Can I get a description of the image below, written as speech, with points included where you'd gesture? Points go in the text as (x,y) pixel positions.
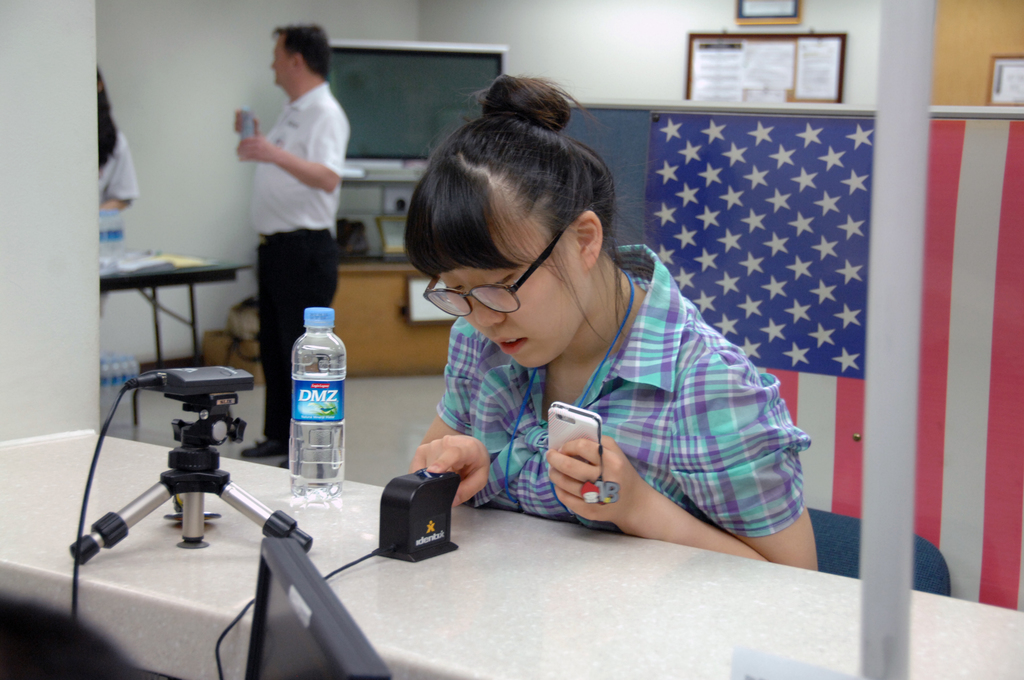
In this image I can see the person (750,465) sitting and holding the mobile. In front (171,483) I can see the bottle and few objects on the white color surface (607,576). In the background (317,147) I can see the person (292,246) standing and few papers (731,57) attached to the board (721,63) and the board (690,39) is attached to the wall (566,36) and the wall (626,36) is in white color.
